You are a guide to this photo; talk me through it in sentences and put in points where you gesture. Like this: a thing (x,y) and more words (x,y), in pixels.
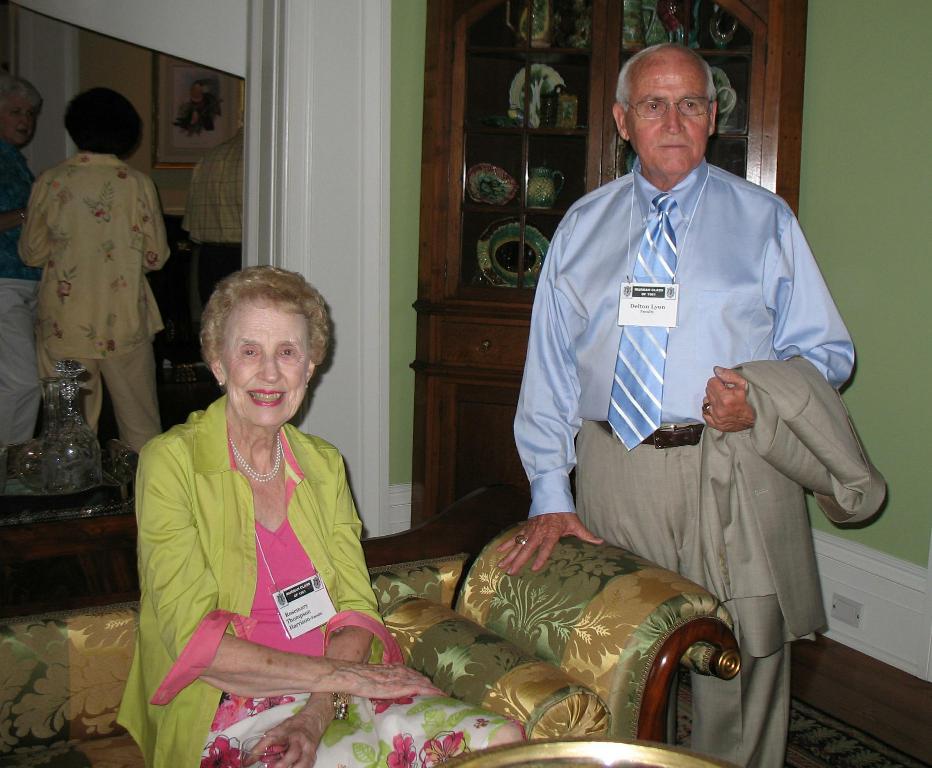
This is an inside view. On the left side (238,550) a woman (227,638) sitting on a couch (91,686), smiling and giving pose for the picture. Beside the couch (485,592) a man (674,314) is holding a cloth (787,463) in the hand (747,375) and standing. At the back of this man (692,129) there is a cupboard (489,214) in which few objects (524,108) are placed. In the background (95,185), I can see few people (101,250) are standing. At the back of this woman (156,549) there is a table (75,560) on which a object (51,439) is placed.
